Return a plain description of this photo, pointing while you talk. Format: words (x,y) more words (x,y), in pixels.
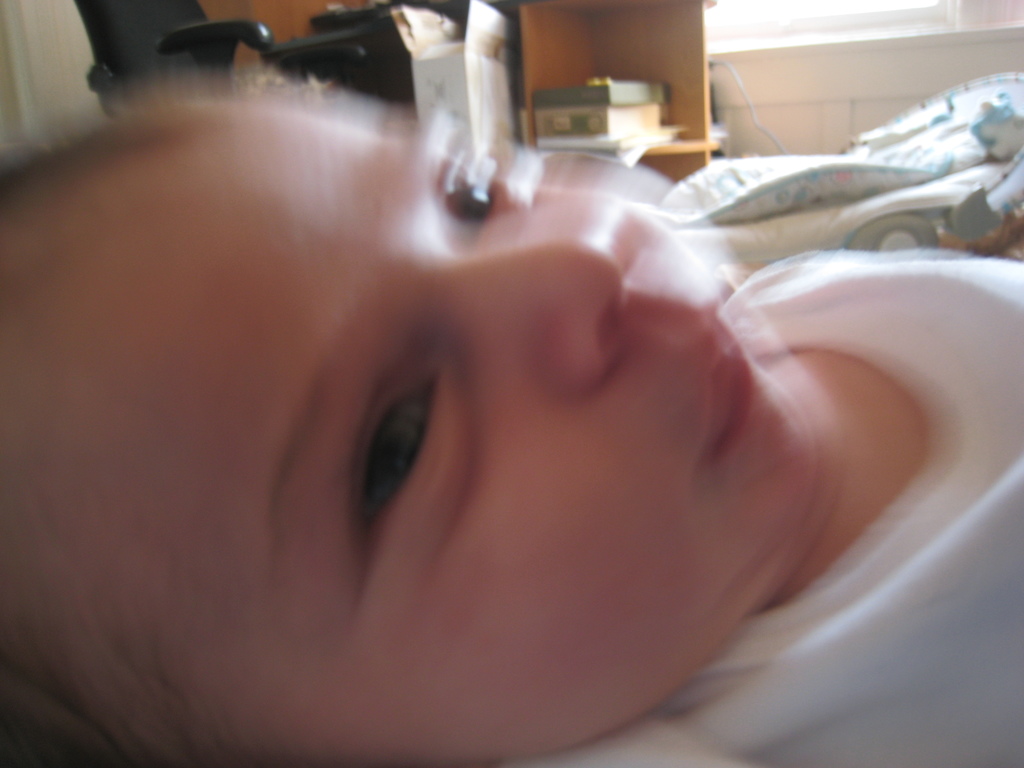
In this image I can see a baby (547,333) wearing white color dress (969,483) and lying. In the background (869,177), I can see a bed (889,168), rack (603,45) in which some objects (580,122) are placed. Beside the rack (614,38) there is a chair (149,29). On the right top of the image (848,18) I can see a window (818,31).
